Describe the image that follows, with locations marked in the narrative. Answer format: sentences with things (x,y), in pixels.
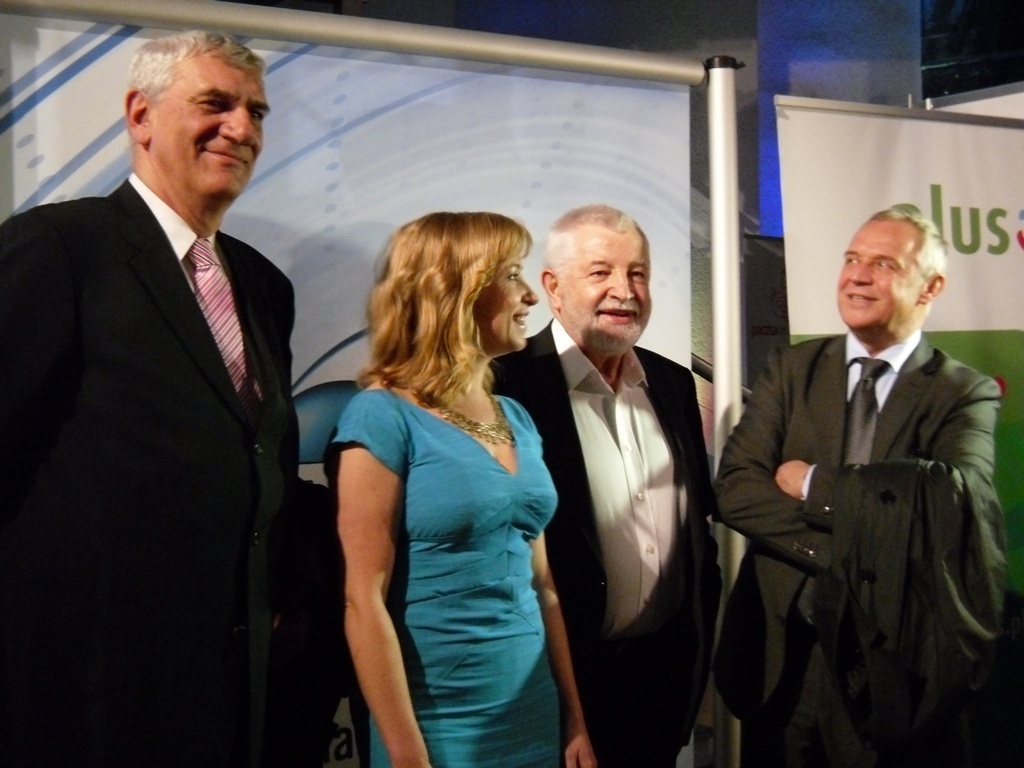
In this image I see 3 men (885,296) and a woman (386,760) and I see that these men (536,349) are wearing suits (651,718) and this woman (405,250) is wearing blue dress (345,416). In the background (973,155) I see a banner (1019,302) over here which is of white and green in color and I see few alphabets (959,209) on it and I see that all of them are smiling.
